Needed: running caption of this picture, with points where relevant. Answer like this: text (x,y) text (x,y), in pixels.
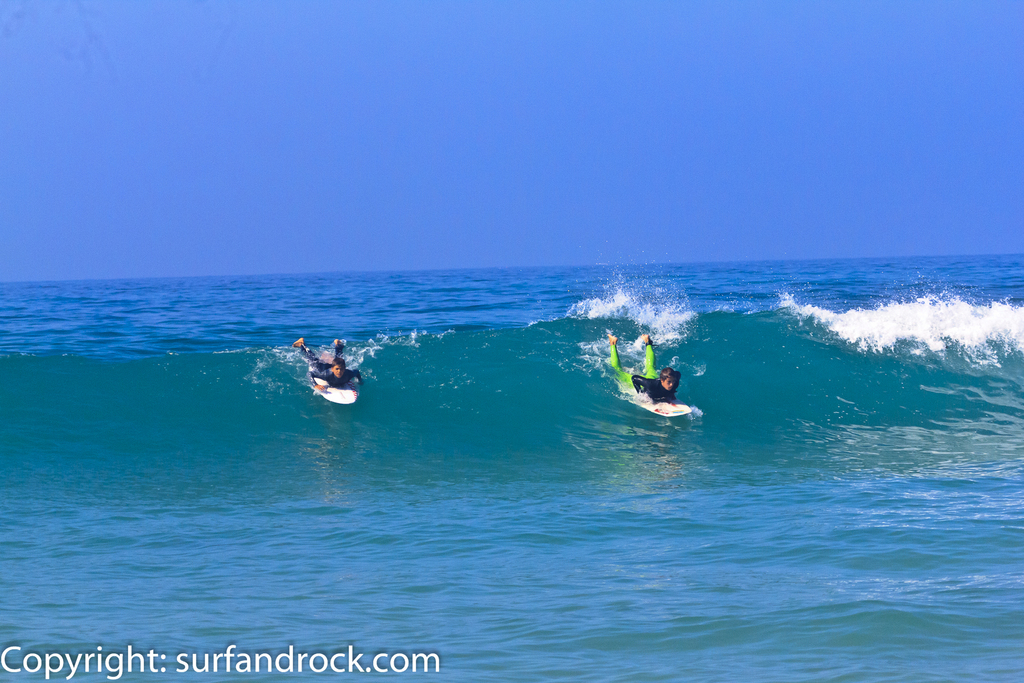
In this picture I can see two persons (649,387) are surfing on the sea (545,405). At the bottom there is a watermark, at the top (612,134) I can see the sky (607,195).
